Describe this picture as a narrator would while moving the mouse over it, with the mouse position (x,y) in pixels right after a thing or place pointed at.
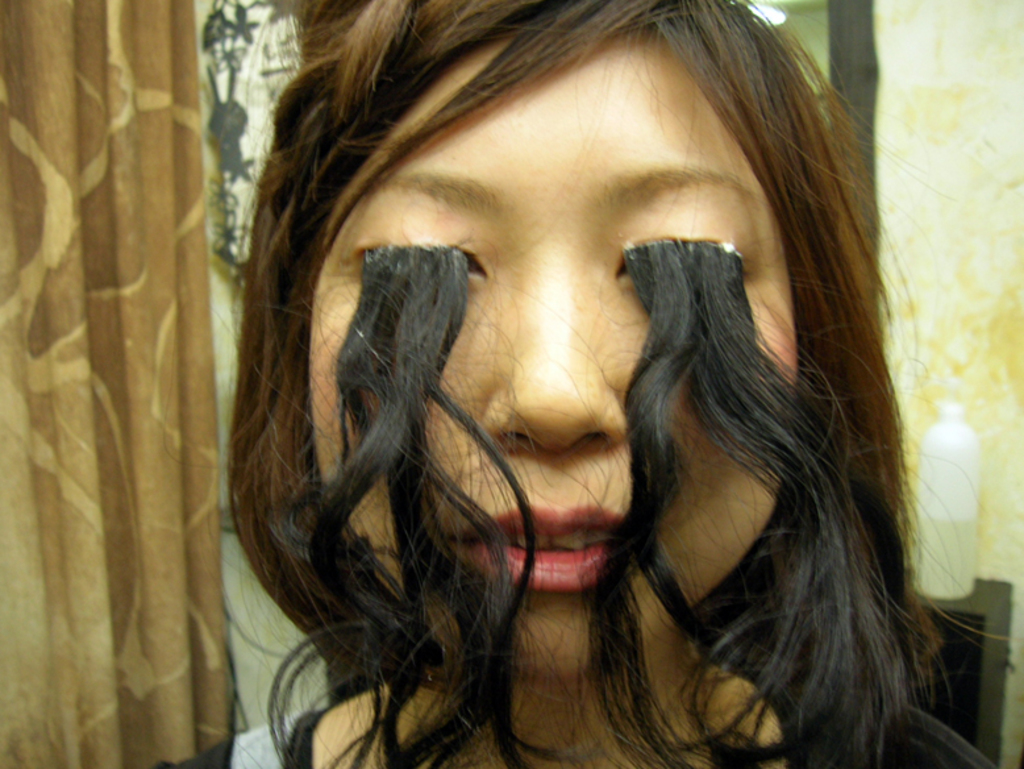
In this picture there is a woman (459,581) and we can see hair (359,182). In the background of the image (924,134) we can see wall (920,60), bottle (960,505) on the platform (956,612) and curtain (66,353).
